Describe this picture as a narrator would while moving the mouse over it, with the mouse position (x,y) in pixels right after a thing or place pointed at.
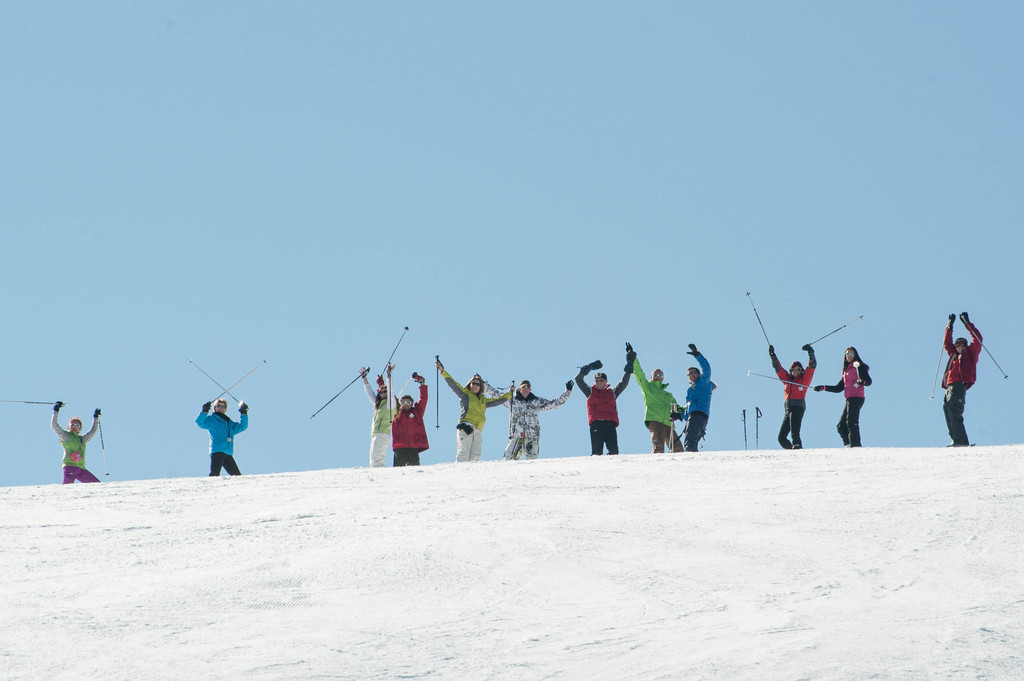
In this picture we can see a group of people (972,327) wore helmets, goggles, gloves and standing on snow (564,460) and holding sticks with their hands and in the background (660,355) we can see the sky (363,236).
